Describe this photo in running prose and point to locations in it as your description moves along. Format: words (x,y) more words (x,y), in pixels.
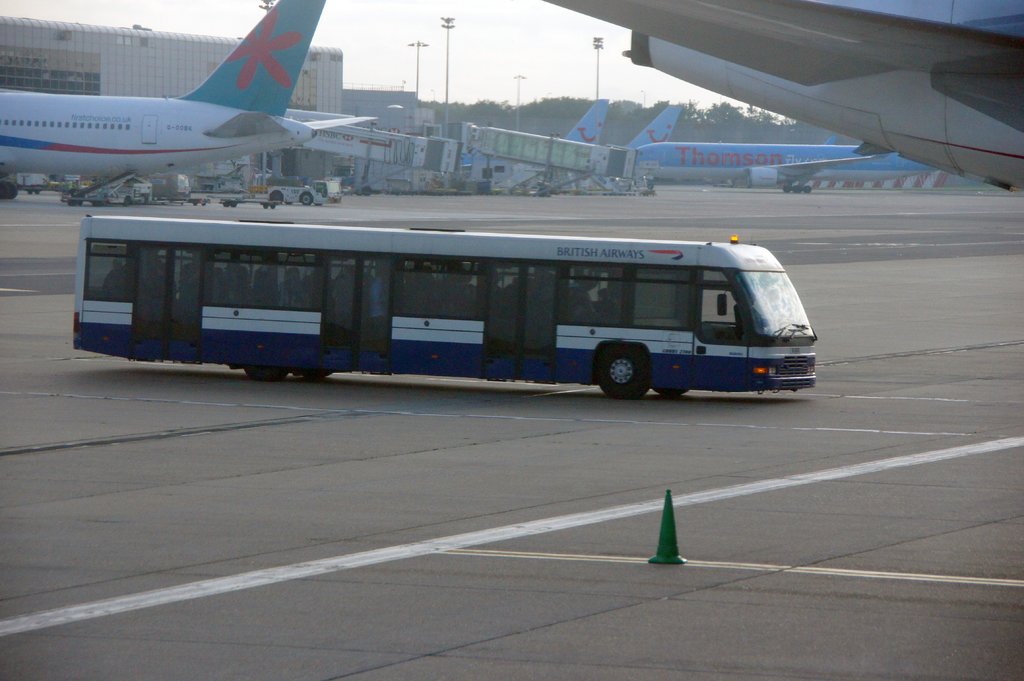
In this picture I can observe bus (284,291) moving on the runway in the middle of the picture (444,316). I can observe airplanes (267,143) on the runway (796,202) in this picture. In the background (570,118) I can observe trees (498,117) and sky (508,39).
